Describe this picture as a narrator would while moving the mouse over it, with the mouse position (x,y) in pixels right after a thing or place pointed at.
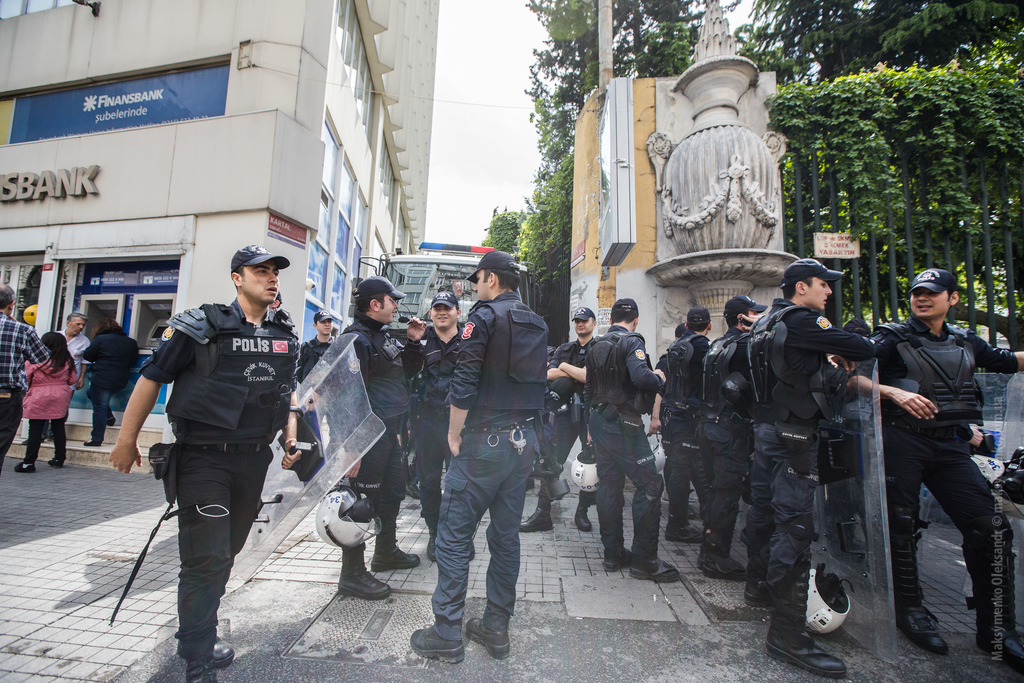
In the foreground of this image (752,416), there are men (893,447) in black dresses (506,333), wearing caps (505,268) and jackets (520,381), holding helmets (586,469) and the shields (340,473). On the left (232,176), there is a building (100,183) and few persons (79,362) are standing. In the background (440,286), there is a vehicle (473,261) and the sky (487,139). On the right (738,190), it seems like a statue (726,185) to the wall (647,227), creepers (856,161) to the railing (802,216) and the few trees (852,51).
